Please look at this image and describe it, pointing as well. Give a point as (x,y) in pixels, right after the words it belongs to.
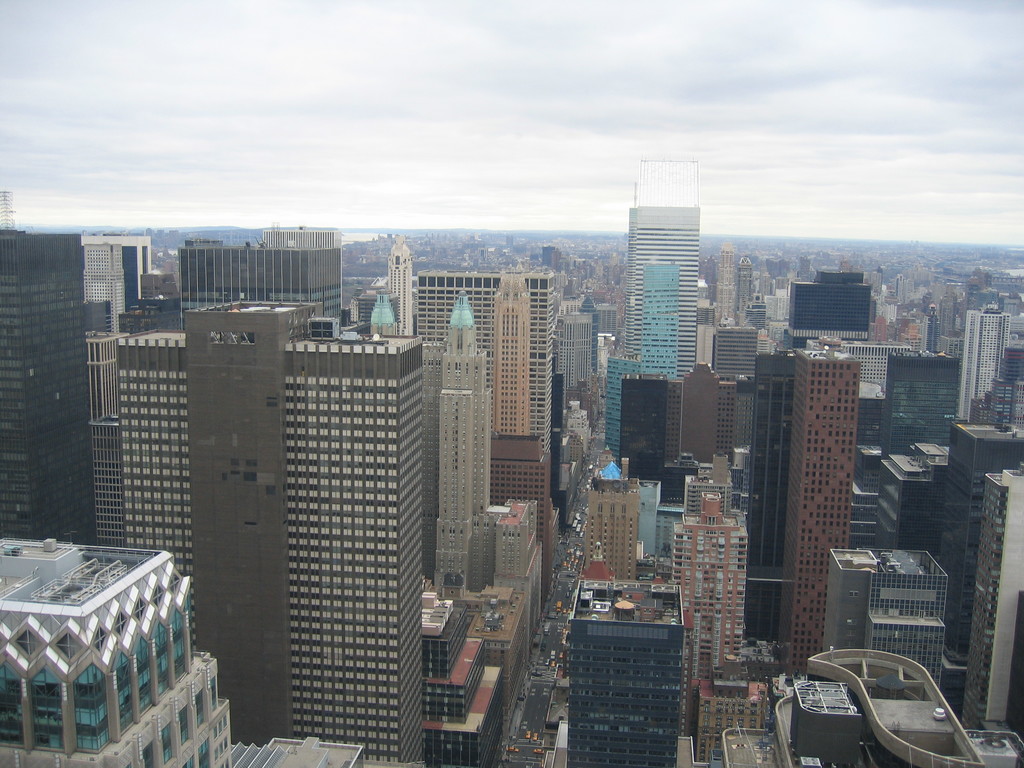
This is an outside view. At the bottom of the image (251,558) I can see many buildings (372,676). At the top (450,169) I can see the sky (365,93).
